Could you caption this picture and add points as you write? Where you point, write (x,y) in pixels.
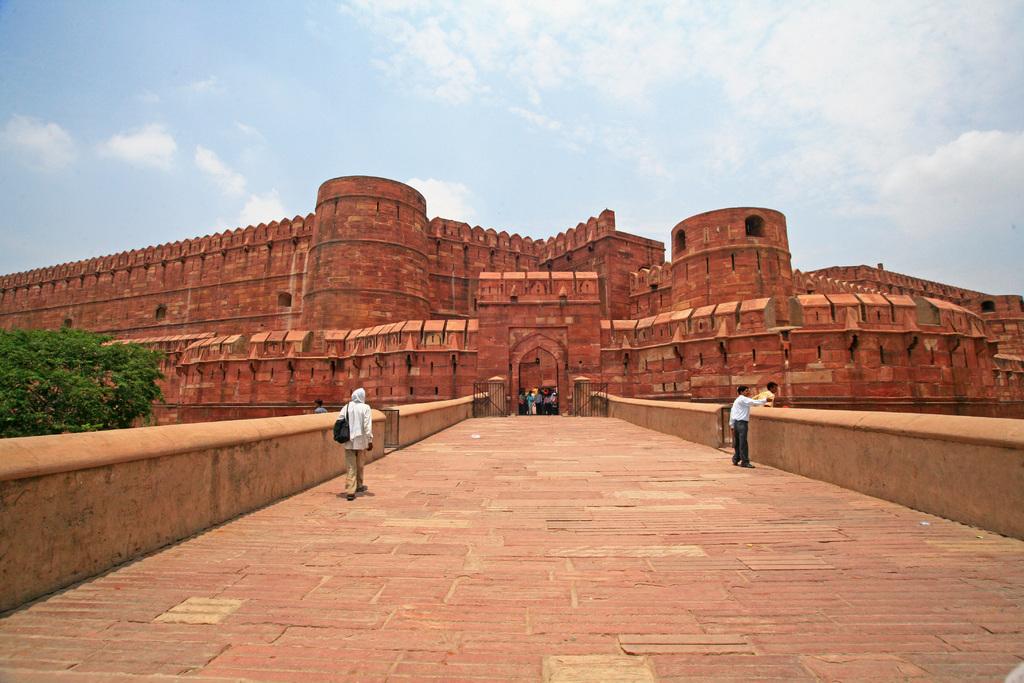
In the center of the image (522,347) we can see an arch (543,404) and a group of people (544,410) are standing. In the background of the image (423,260) we can see a fort (472,318). On the left (300,422) and right side of the image (865,458) we can see the wall (101,472). On the left side of the image (7,361) we can see a tree (125,371) and a man (356,457) is walking and wearing dress (352,428), bag (343,438). On the right side of the image (731,426) we can see a man (741,411) is standing and holding a kid (774,402). At the bottom of the image (589,552) we can see the floor (693,551). At the top of the image (566,128) we can see the clouds (419,85) are present in the sky (154,101).
